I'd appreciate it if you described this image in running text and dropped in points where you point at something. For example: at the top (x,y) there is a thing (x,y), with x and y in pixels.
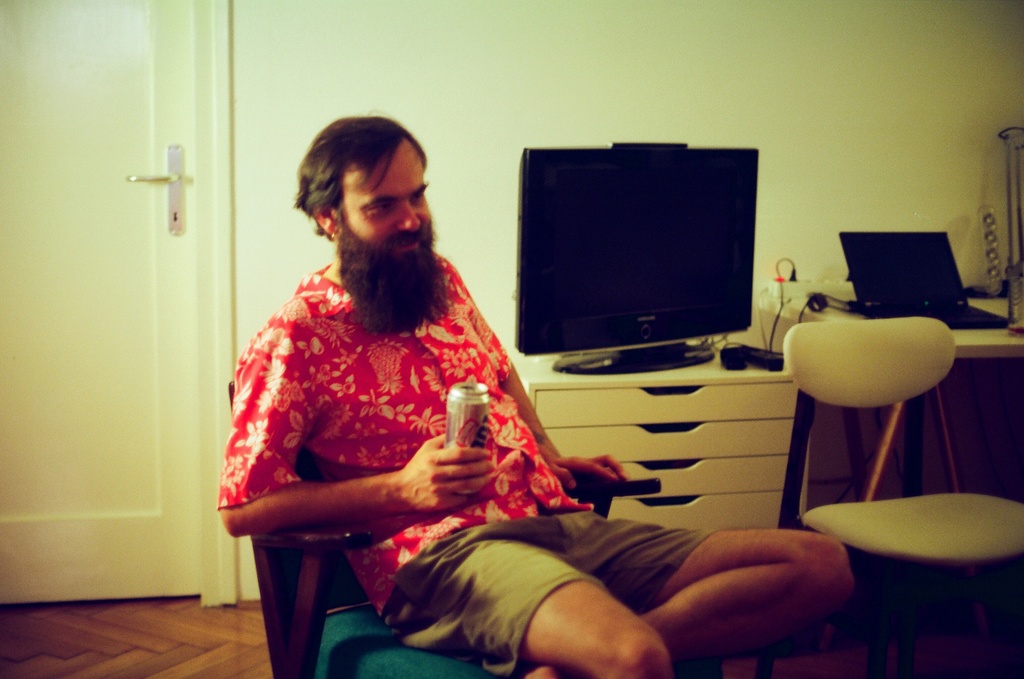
In the image we can see there is a man (445,511) who is sitting and holding can (472,421) in his hand (457,461) and on the table (537,376) there is tv (648,303).
